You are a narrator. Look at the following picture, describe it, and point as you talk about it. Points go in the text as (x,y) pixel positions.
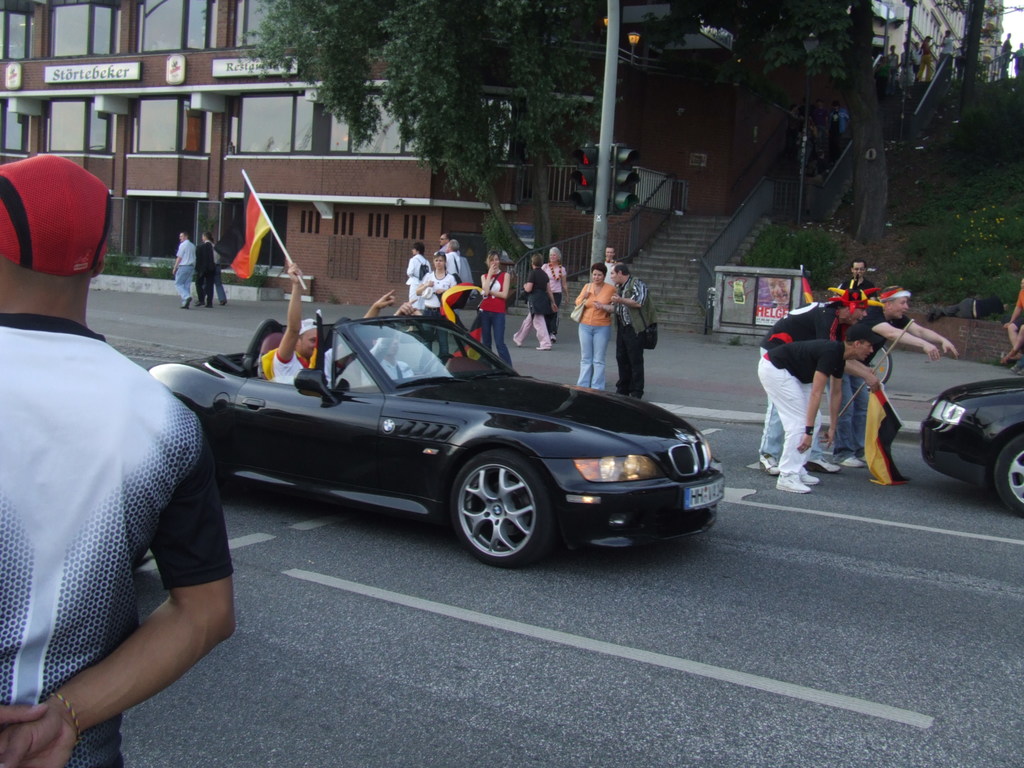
In this picture there are two persons (289,348) sitting in a black car (389,441) which is on the road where one among them is holding a stick (289,261) which has a flag (253,244) attached to it and there are few persons (820,334), a car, traffic signals (587,178), a building (615,218) and a tree (560,63) beside him and there is a person (115,562) standing in the left corner (44,552).
